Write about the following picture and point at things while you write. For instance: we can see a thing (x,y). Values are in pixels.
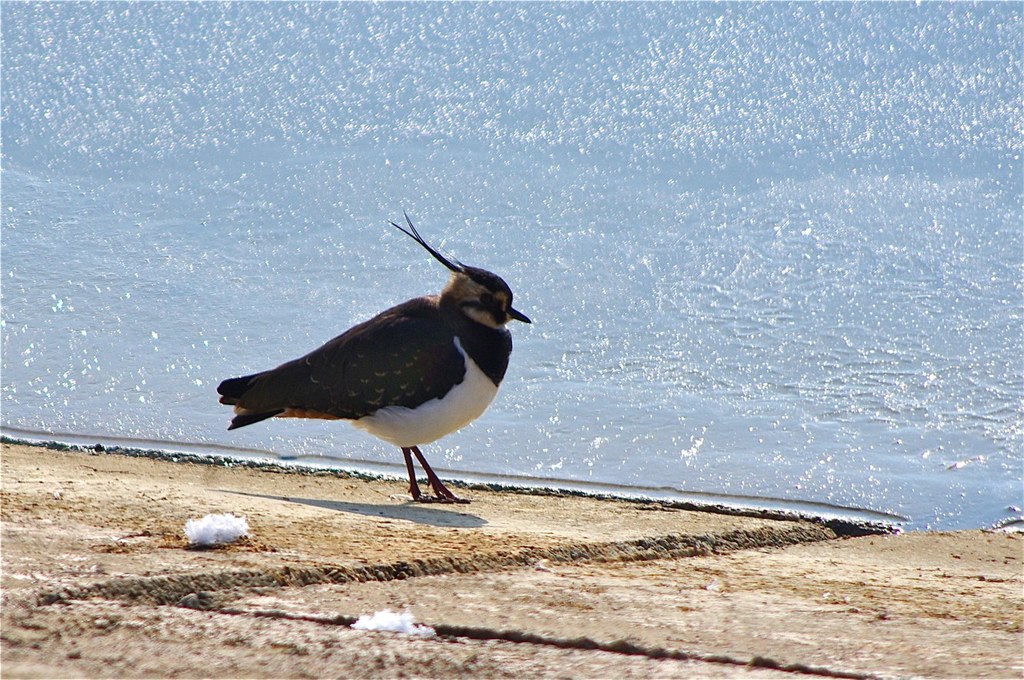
In this image we can see a bird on the land (310,535). On the backside (166,257) we can see the water (545,229).
